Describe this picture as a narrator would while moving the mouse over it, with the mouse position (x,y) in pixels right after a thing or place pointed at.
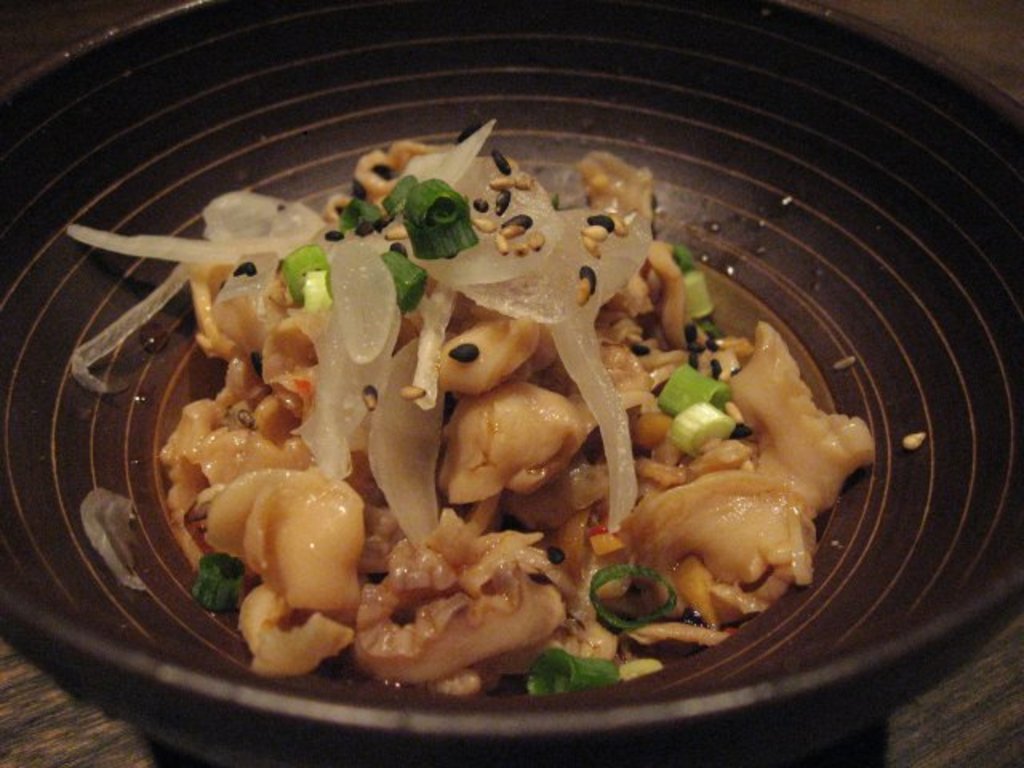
In the center of the image (497,278) there is a food item (669,259) in a plate (216,706) on the table (936,707).
